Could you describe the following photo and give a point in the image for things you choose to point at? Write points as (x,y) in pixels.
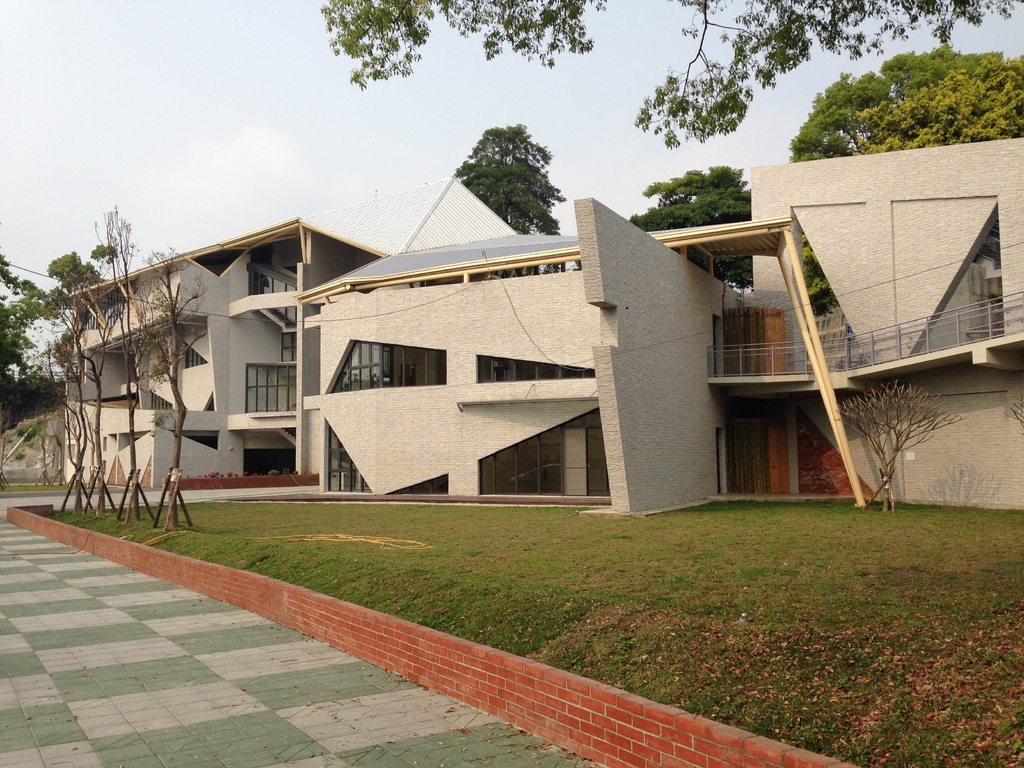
In this image I can see the grass (541,596). In the background (848,390), I can see the houses (495,390), trees (670,176) and clouds (251,159) in the sky (251,159).
